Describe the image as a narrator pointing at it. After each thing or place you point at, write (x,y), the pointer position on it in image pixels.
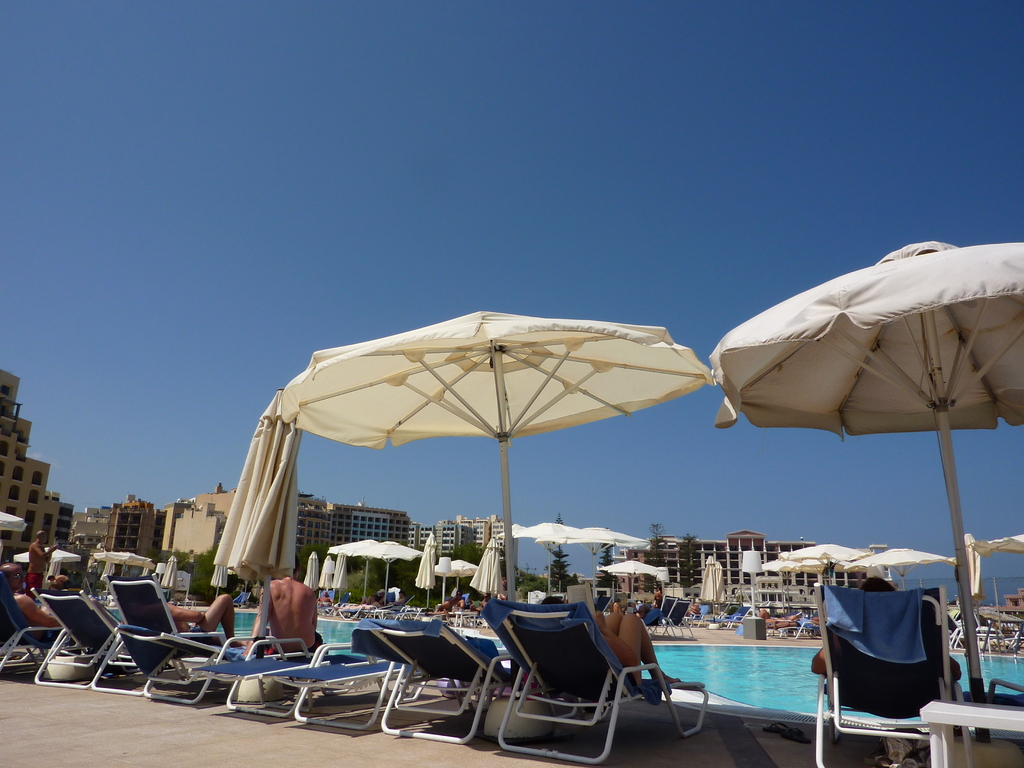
In the foreground of this image (631,634), there is a beach chairs (0,610) on which persons (226,624) are sitting and there are three umbrellas (495,389), two are opened and one is unopened. In the background (773,556), there are umbrellas (614,533), chairs (391,610), few trees (392,570), buildings (195,547) and the sky (105,311).
